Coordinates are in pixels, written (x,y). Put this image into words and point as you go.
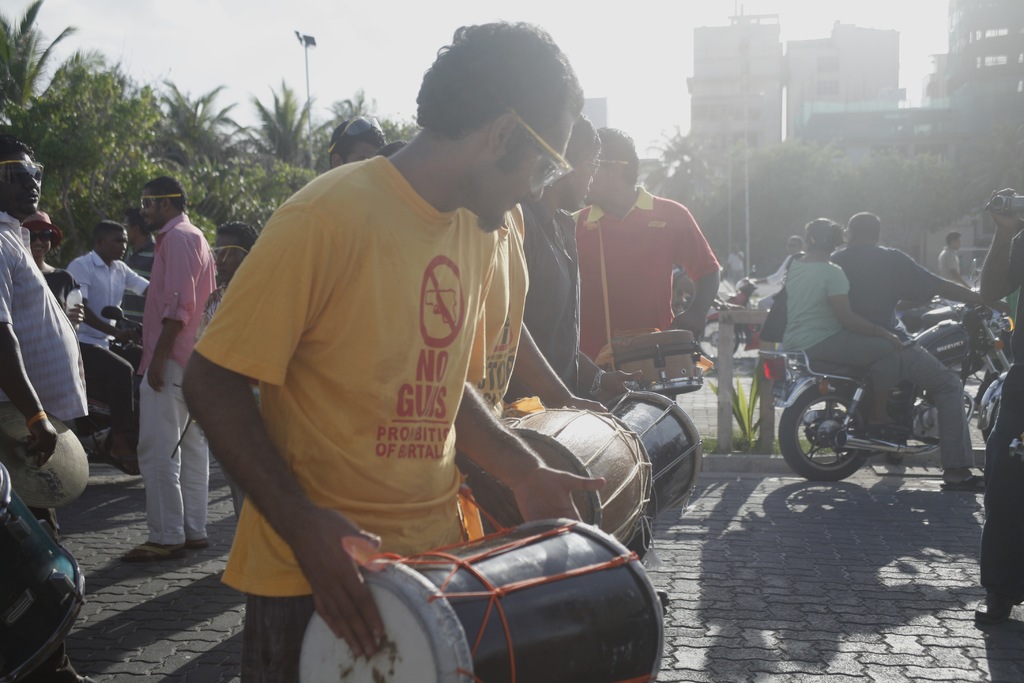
In this image I can see the group of people (455,267) standing. Some people (548,344) are playing drums (583,594) on the road (845,615). I can see two people (893,328) are sitting on the motorcycle (906,408). At the back (156,88) there are plants (974,194), sky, and the buildings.
